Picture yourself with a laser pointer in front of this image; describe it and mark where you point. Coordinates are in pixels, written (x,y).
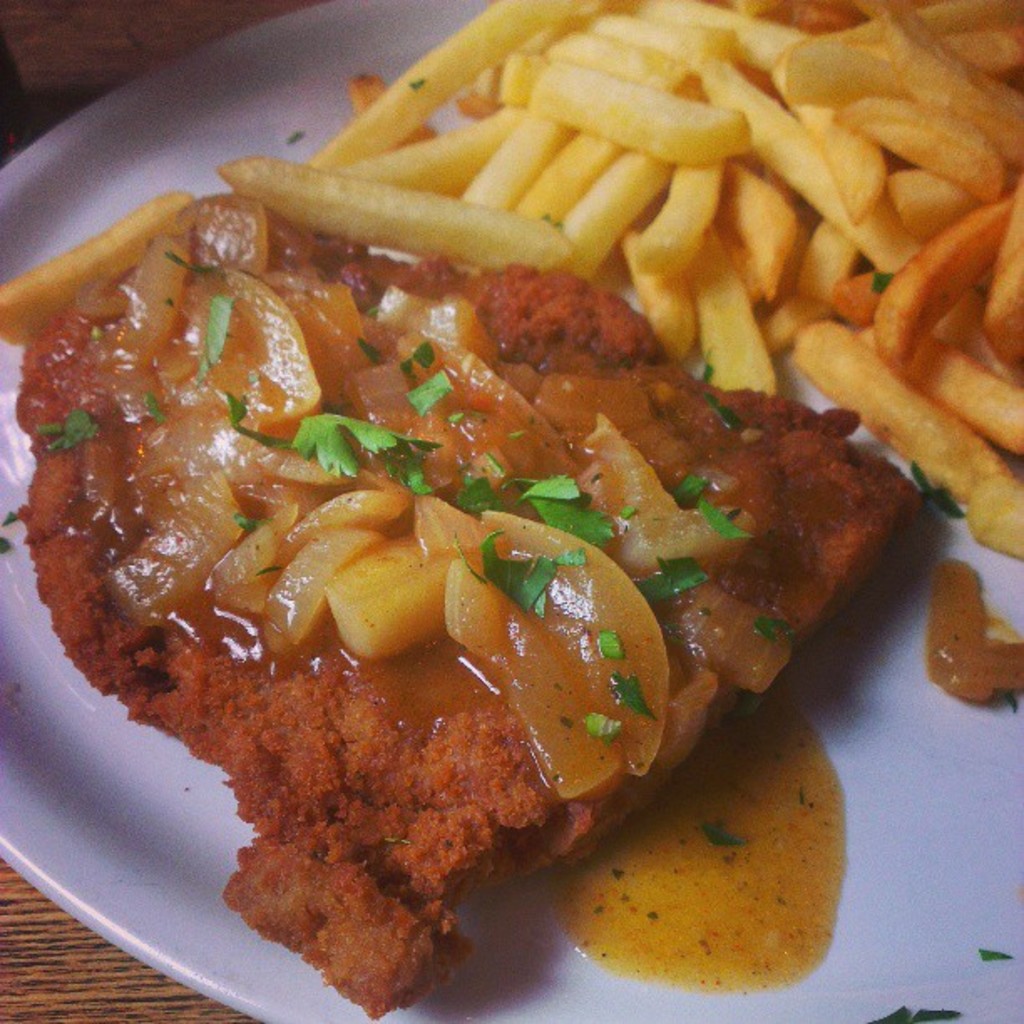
In this image, I can see a plate (218,810), which contains french fries (759,174), chopped onions (516,645), coriander leaves (520,499) and a food item (477,805) on the plate (898,648). I think this is the wooden table (40,968).
